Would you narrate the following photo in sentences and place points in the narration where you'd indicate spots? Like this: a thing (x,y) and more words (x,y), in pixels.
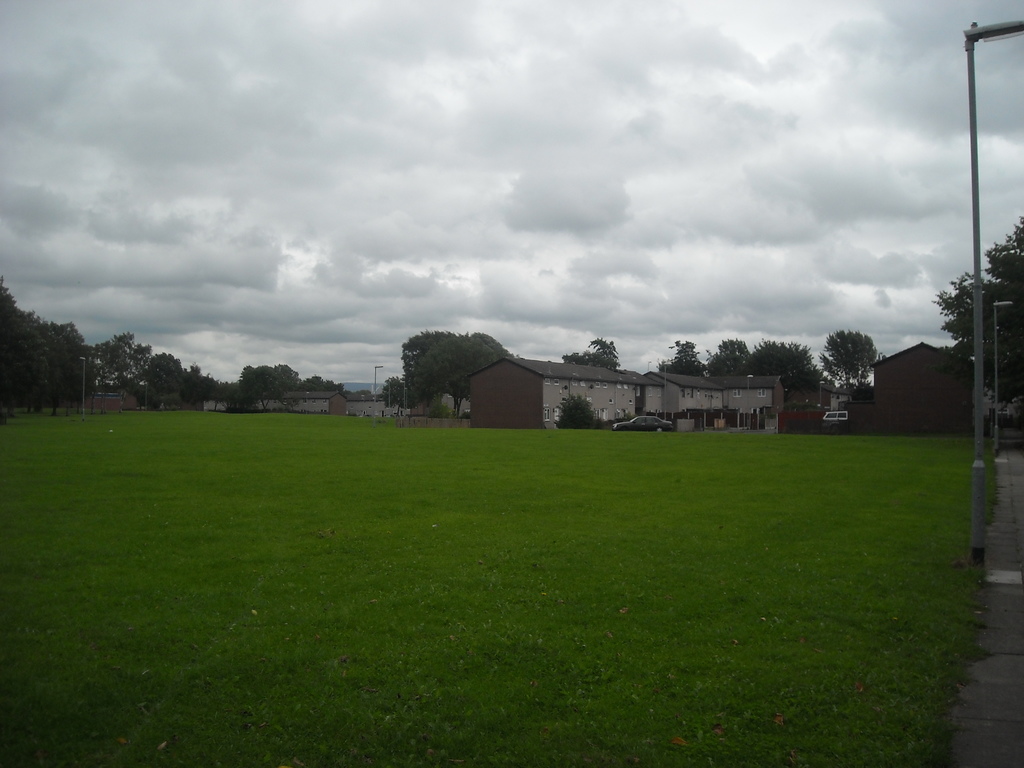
In the center of the image (441,506) there is grass (601,525). In the background of the image (716,401) there are houses (492,385) and trees (445,383). At the top of the image (309,61) there are clouds (306,111).
